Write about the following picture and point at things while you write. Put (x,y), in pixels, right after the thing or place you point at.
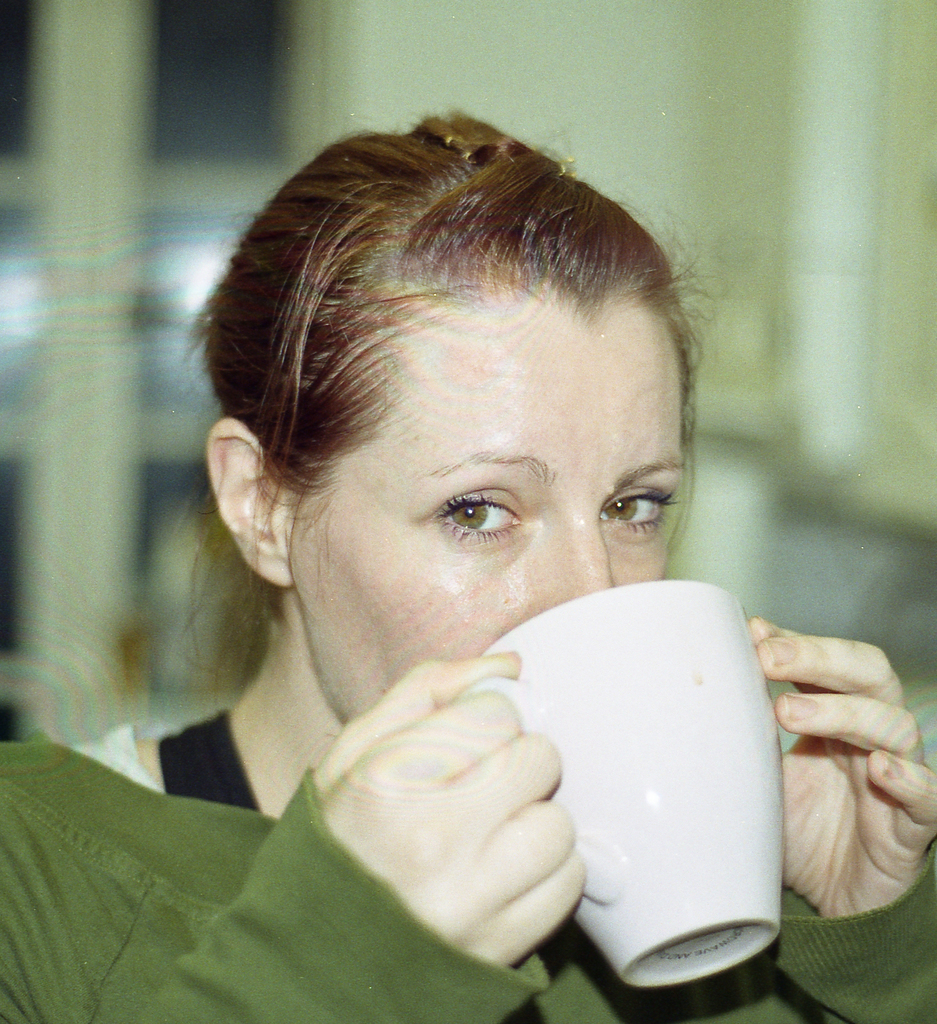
She is look at a side and she is holding a cup (648,861).
